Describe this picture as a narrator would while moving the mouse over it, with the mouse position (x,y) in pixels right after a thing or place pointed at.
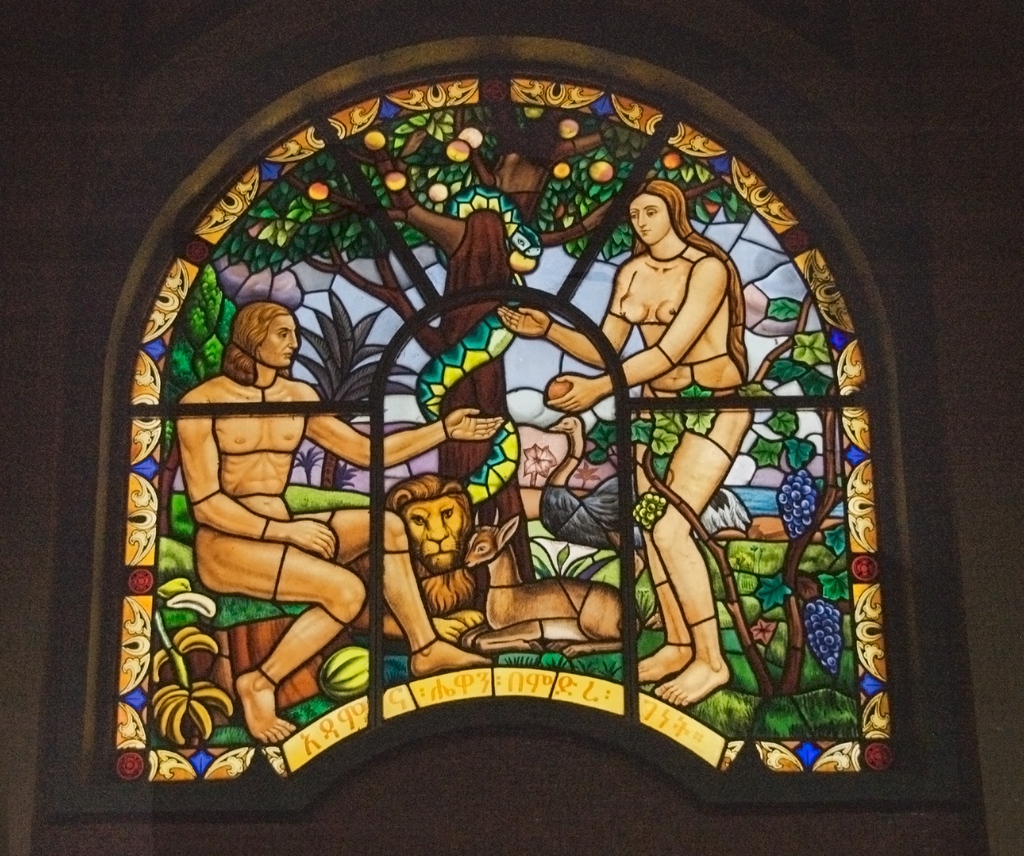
This image consists of a painting (304,438) made on the glass (546,438). It consists of two persons (325,617), lion (432,529), deer (530,593), and a tree (463,246). It looks like a window (136,444) of a building (1013,66).
